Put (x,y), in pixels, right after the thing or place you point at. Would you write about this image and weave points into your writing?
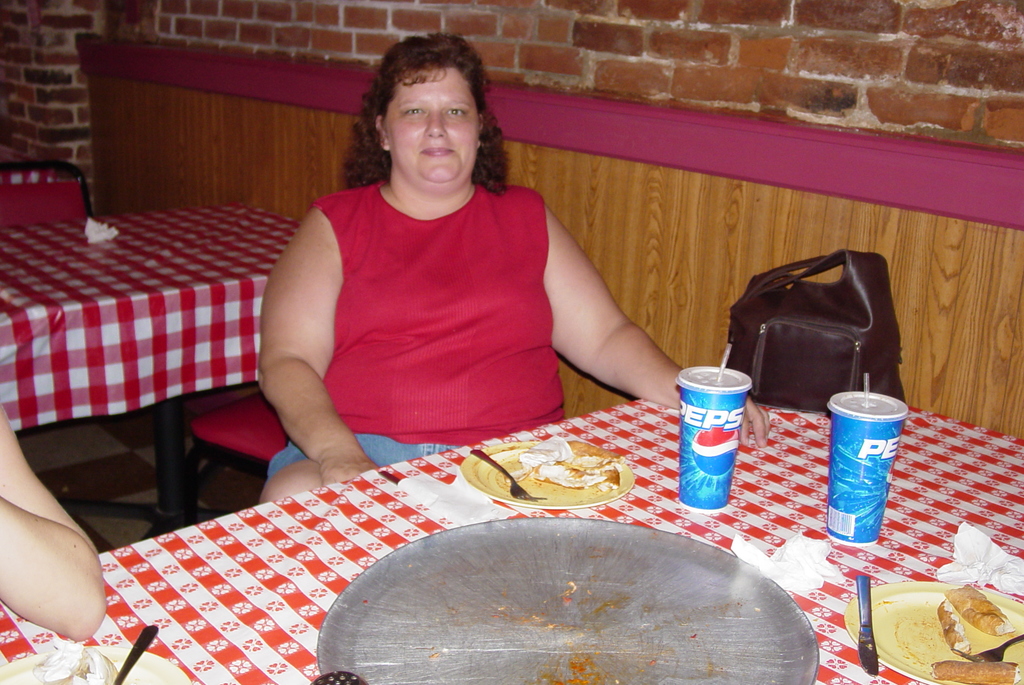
In this image there is a woman (404,330) sitting on the chair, there is a person's hand (38,502) towards the left of the image (29,521), there are tables (178,426), there are clothes (241,576) on the table (517,549), there are objects (670,557) on the cloth (730,546), there is a wooden wall (769,233) towards the right of the image (1003,304), there is a brick wall (547,36) towards the top of the image (643,70).
